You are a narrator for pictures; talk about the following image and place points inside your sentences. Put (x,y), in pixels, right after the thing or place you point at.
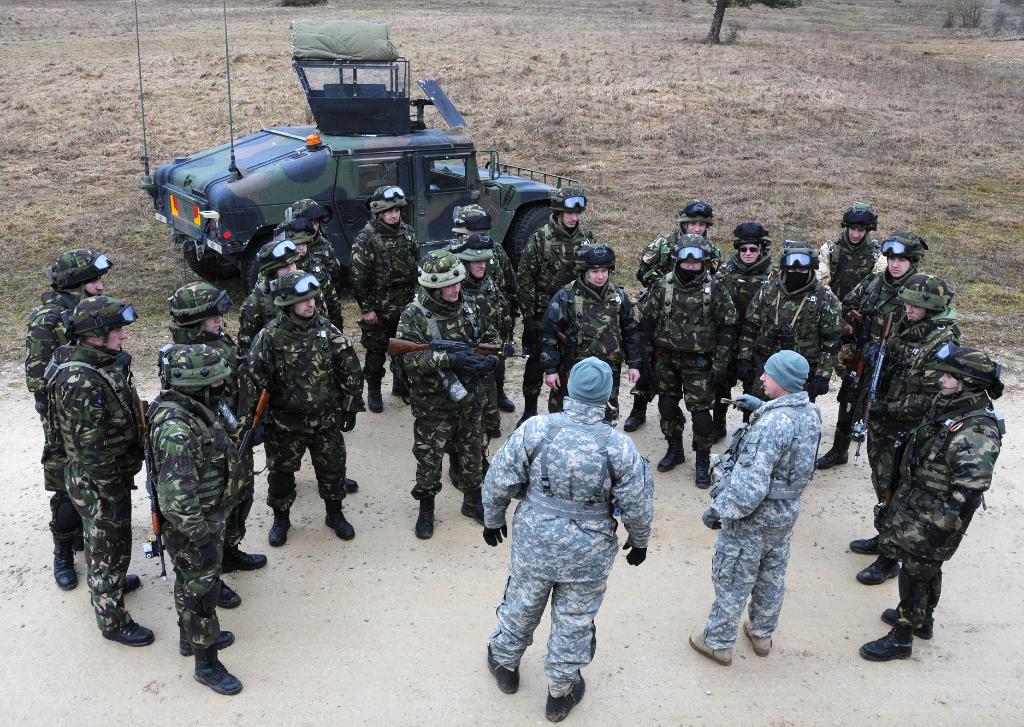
In this image we can see so many men (320,484). They are wearing army uniform (320,484) and holding guns (245,441) in their hand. Behind them, one vehicle (328,161) is there on the land (723,120) and we can see one tree (716,20).
